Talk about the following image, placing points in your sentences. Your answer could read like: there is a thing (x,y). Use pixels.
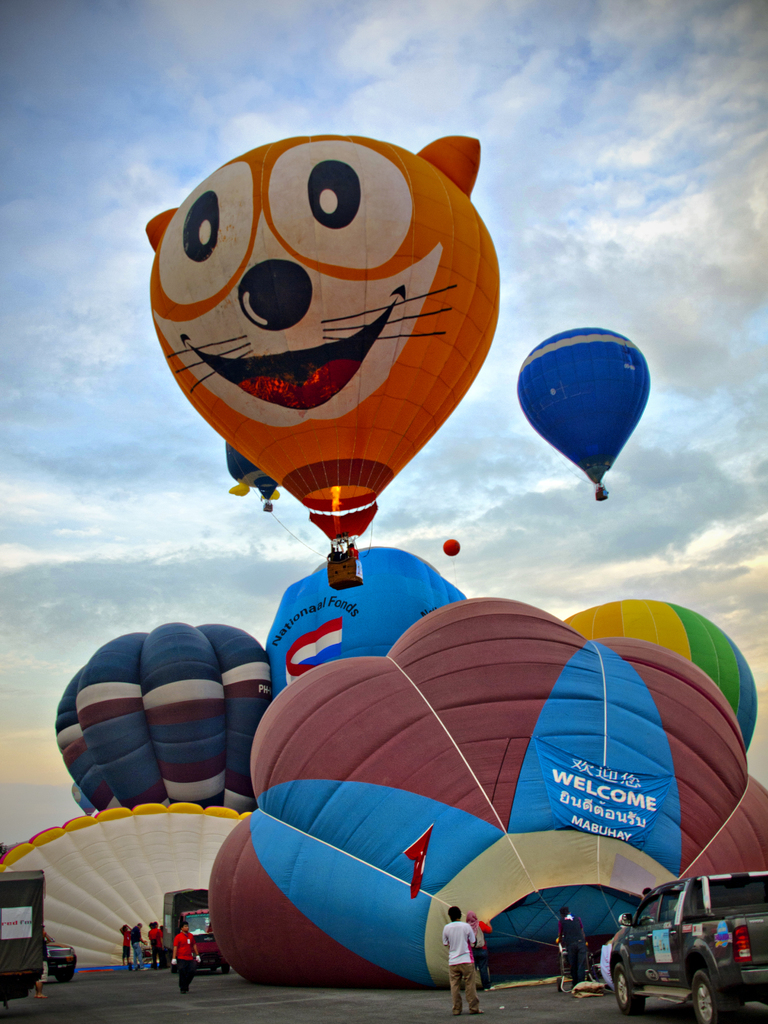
In this image, we can see some gas balloons (468,284). There are some persons (180,961) at the bottom of the image (455,949) standing and wearing clothes (465,967). There is a car (653,924) in the bottom right of the image (654,953). In the background of the image (690,411), there is a sky (306,84).
